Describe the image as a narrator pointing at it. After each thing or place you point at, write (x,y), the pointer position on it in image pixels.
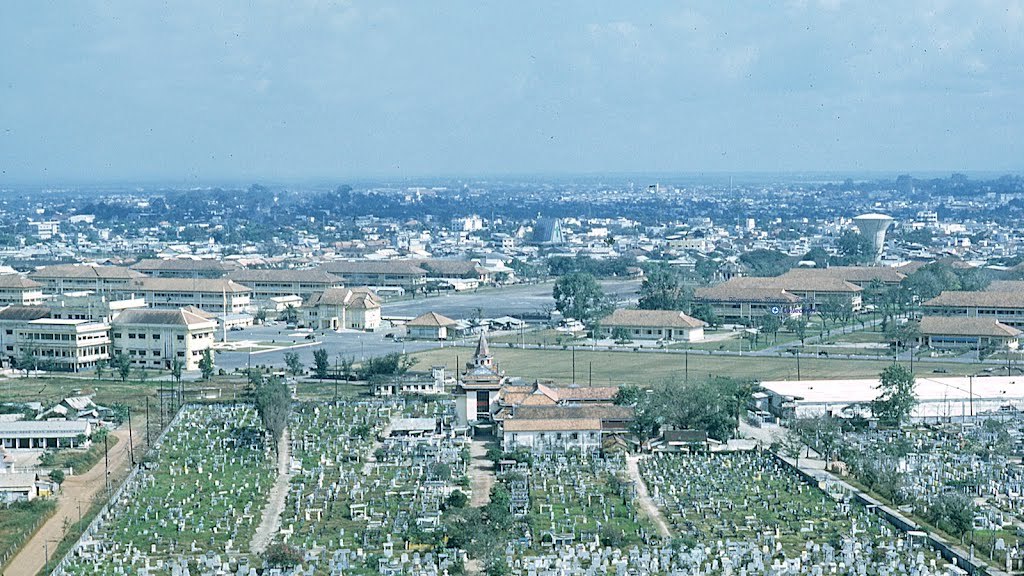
In this image I can see few buildings (77,324), trees (486,215), poles (801,348) and the sky (528,142) is in blue and white color.
